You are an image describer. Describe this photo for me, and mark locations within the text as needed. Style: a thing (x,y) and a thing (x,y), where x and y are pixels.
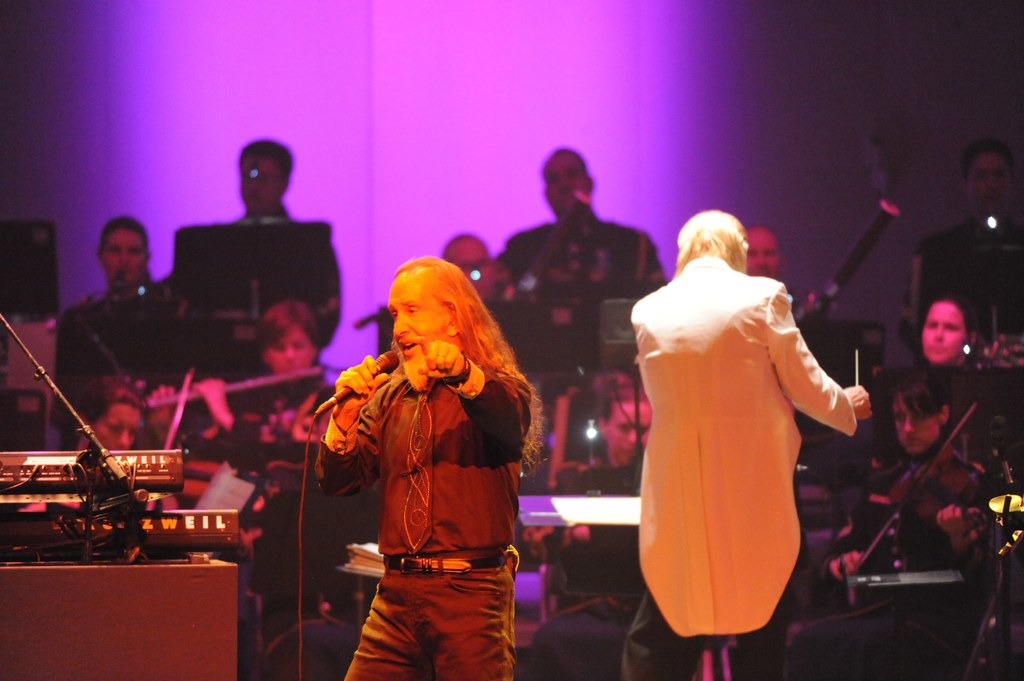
In this picture we can see people (561,249) playing musical instruments (864,250). We can see a man (472,595) standing with a long hair (465,320), holding a mike (329,405) in his hand (386,377) and singing. On the left side of the picture (60,456) we can see devices (196,531) on the platform (174,590).
